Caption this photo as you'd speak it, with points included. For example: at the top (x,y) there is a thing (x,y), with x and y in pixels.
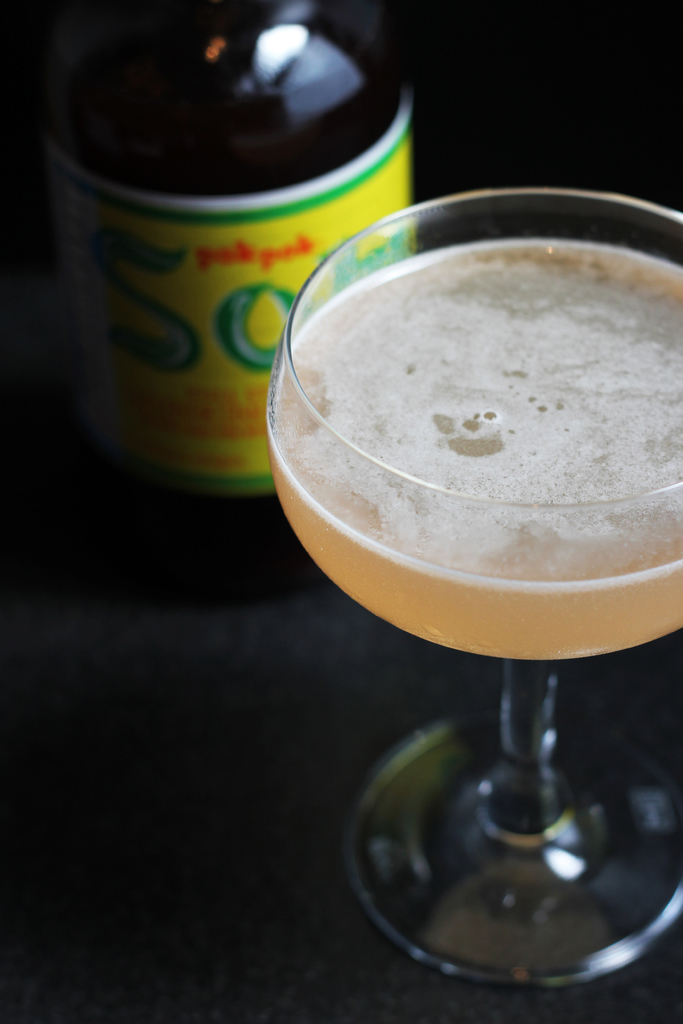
This is a zoomed in picture. On the right (476,199) there is a glass of drink (471,570) seems to be placed on the top of the table (322,933). In the background (263,124) there is a bottle (171,177) seems to be placed on the top of the table (225,719).
